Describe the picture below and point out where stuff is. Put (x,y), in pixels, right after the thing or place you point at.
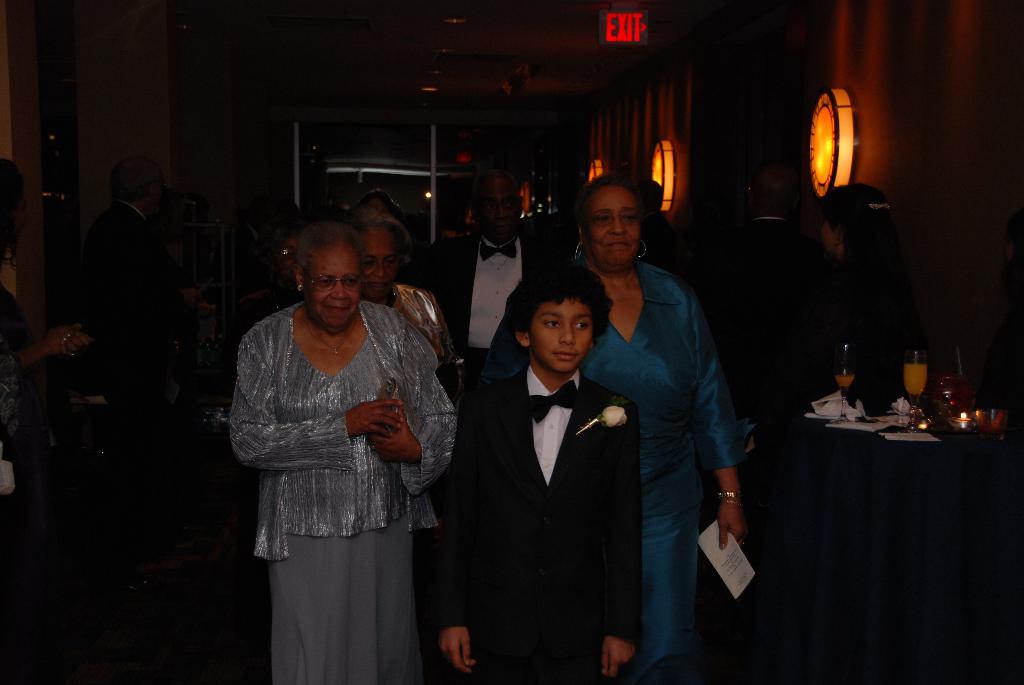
In this image there are people (330,406) walking. To the right (904,472) there is a table (927,462). There are glasses (846,385) on the table (978,457). Behind it there is a wall (789,138). There are lights (816,131) on the wall (652,134). At the top (635,36) there is a board (615,28) to the ceiling (569,32). The background (586,37) is dark.
